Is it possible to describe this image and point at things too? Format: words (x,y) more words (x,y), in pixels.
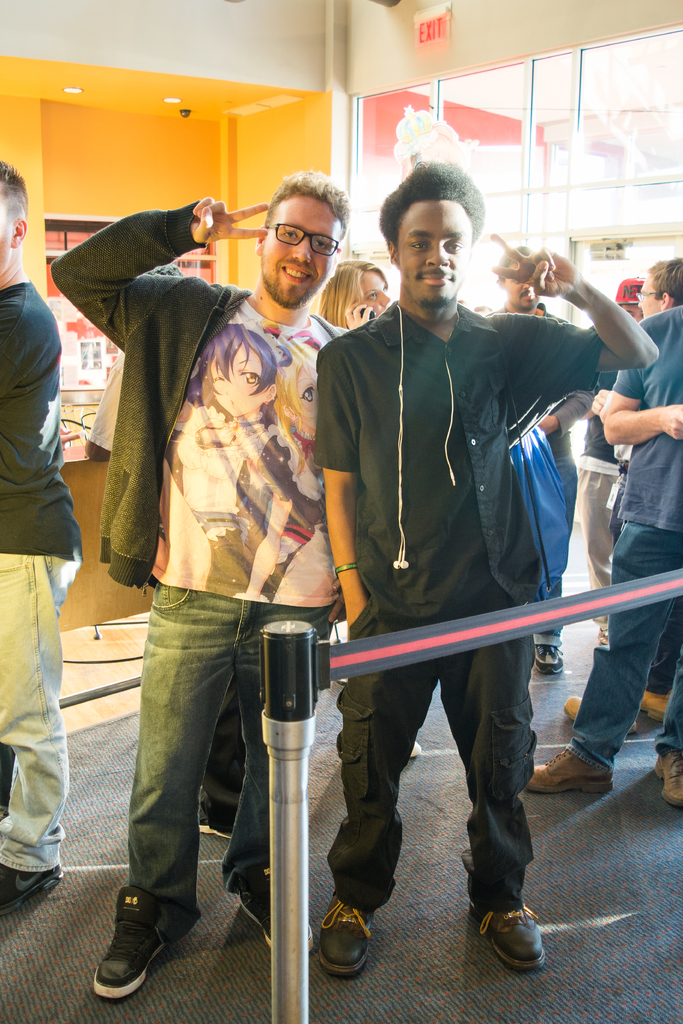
Here we can see few persons (627,709) standing on the floor (58,1016). In the background (235,10) we can see wall (239,185), lights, glasses (682,209), and a board (447,18).
